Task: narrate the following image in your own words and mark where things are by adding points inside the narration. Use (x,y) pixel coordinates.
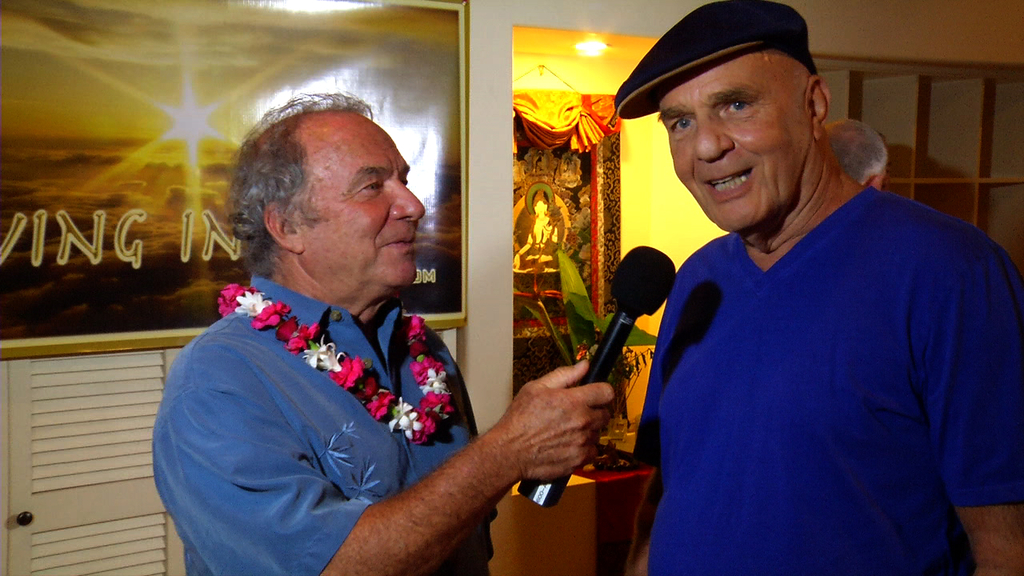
There are two man (492,480) standing one of them is holding a microphone (524,483) to the other man (998,538) speaking behind them there is photo frame (63,287) on the wall (498,243).
